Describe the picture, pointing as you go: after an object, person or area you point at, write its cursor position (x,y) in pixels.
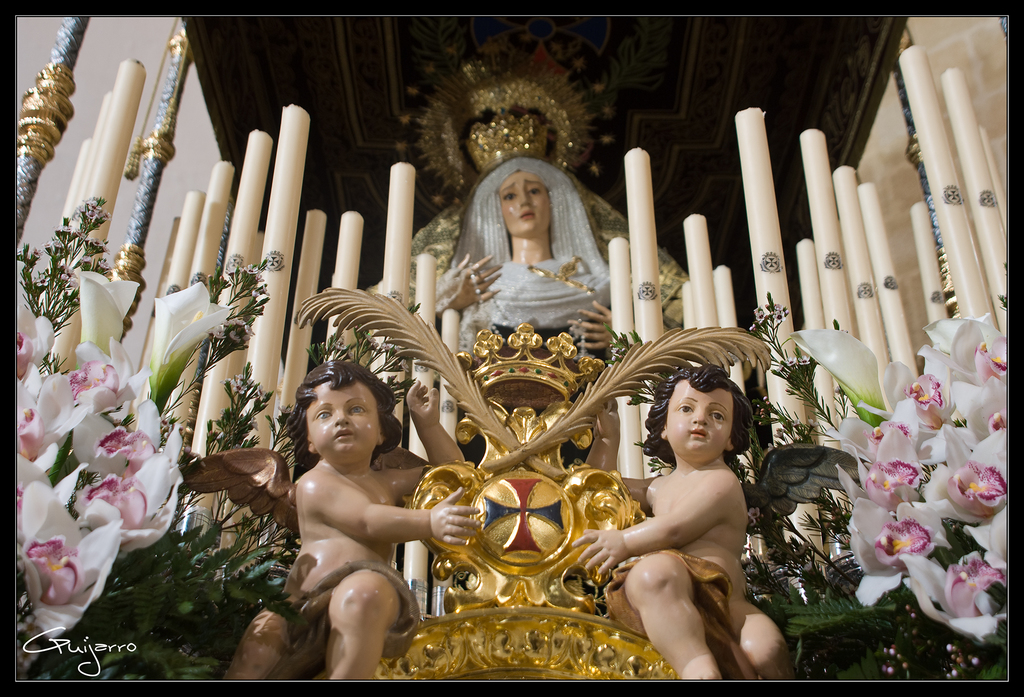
In this image there are statues (545,311), candles (263,353), flowers (206,329) and leaves (225,557), at the top of the image (444,145) there is crown (481,134) on the statue (461,113), at the bottom of the image (107,645) there is some text (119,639).
